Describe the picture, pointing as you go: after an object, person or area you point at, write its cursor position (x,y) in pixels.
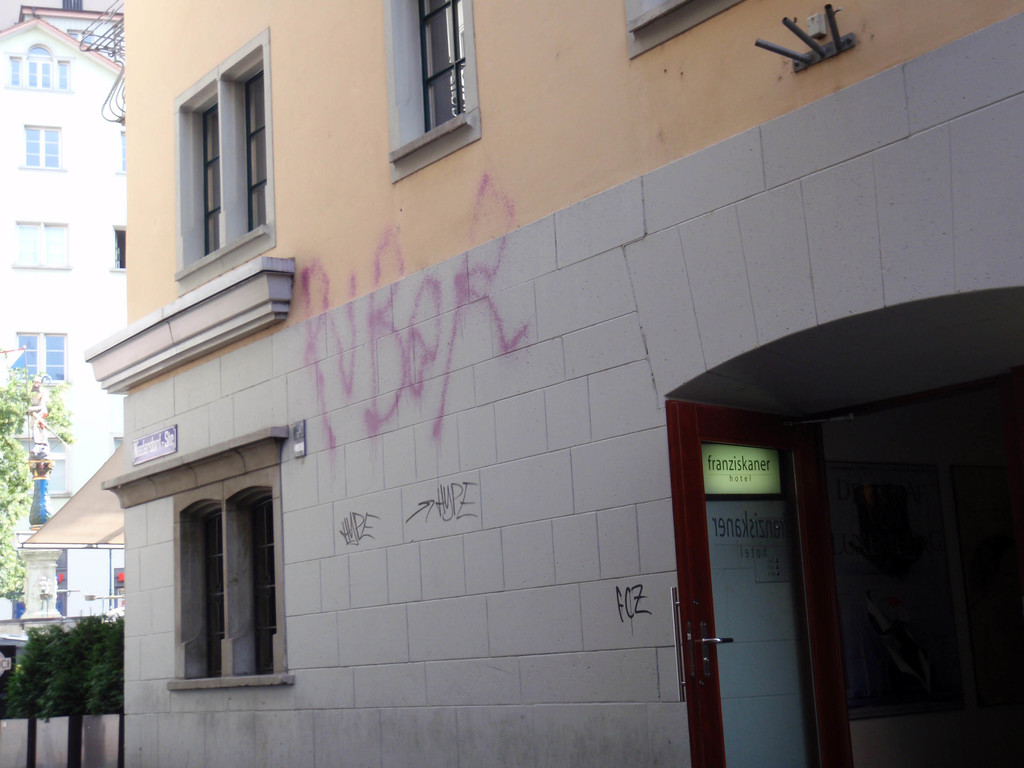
In this picture i can see buildings (340,354). On the right side (737,513) i can see a door (750,586). On the left side (2,473) i can see trees (6,534).
